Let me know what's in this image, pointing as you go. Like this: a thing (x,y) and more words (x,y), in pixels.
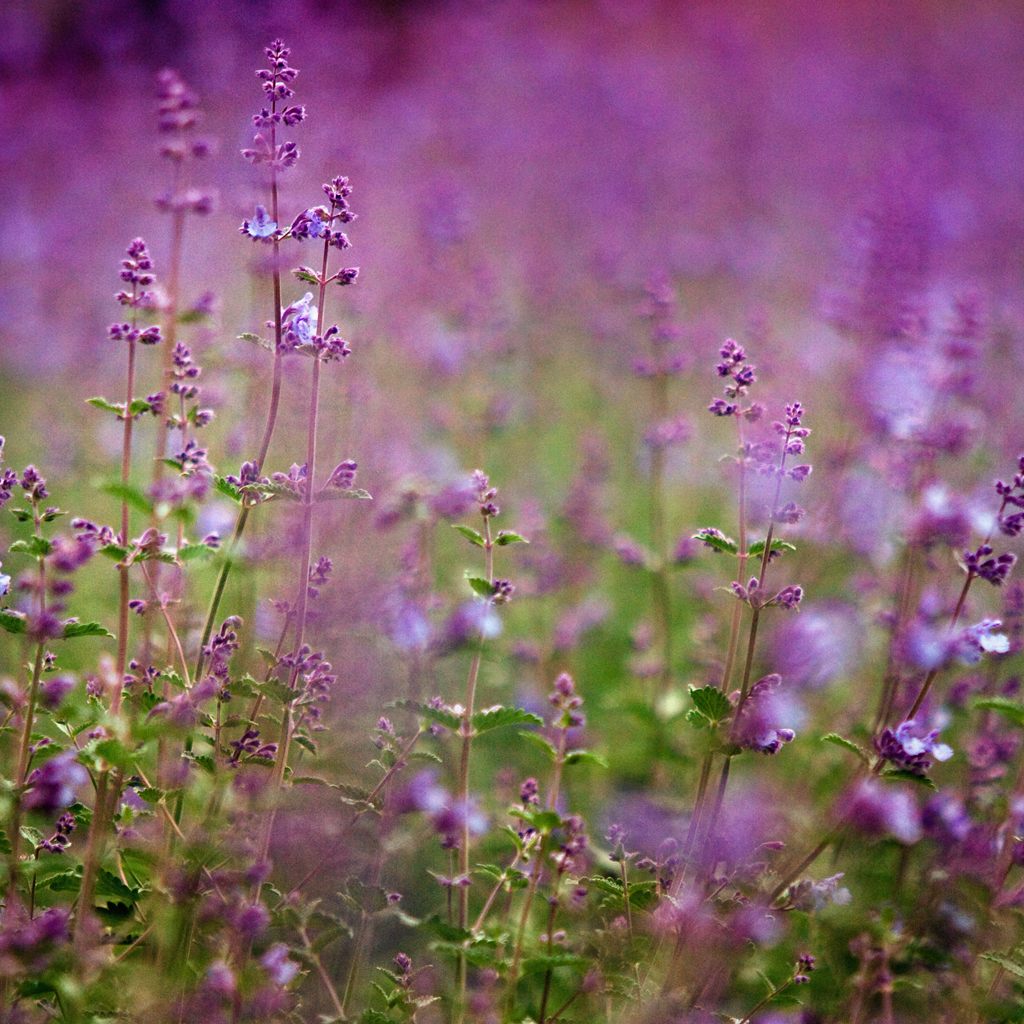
In this image there is a catmint (296,228).
